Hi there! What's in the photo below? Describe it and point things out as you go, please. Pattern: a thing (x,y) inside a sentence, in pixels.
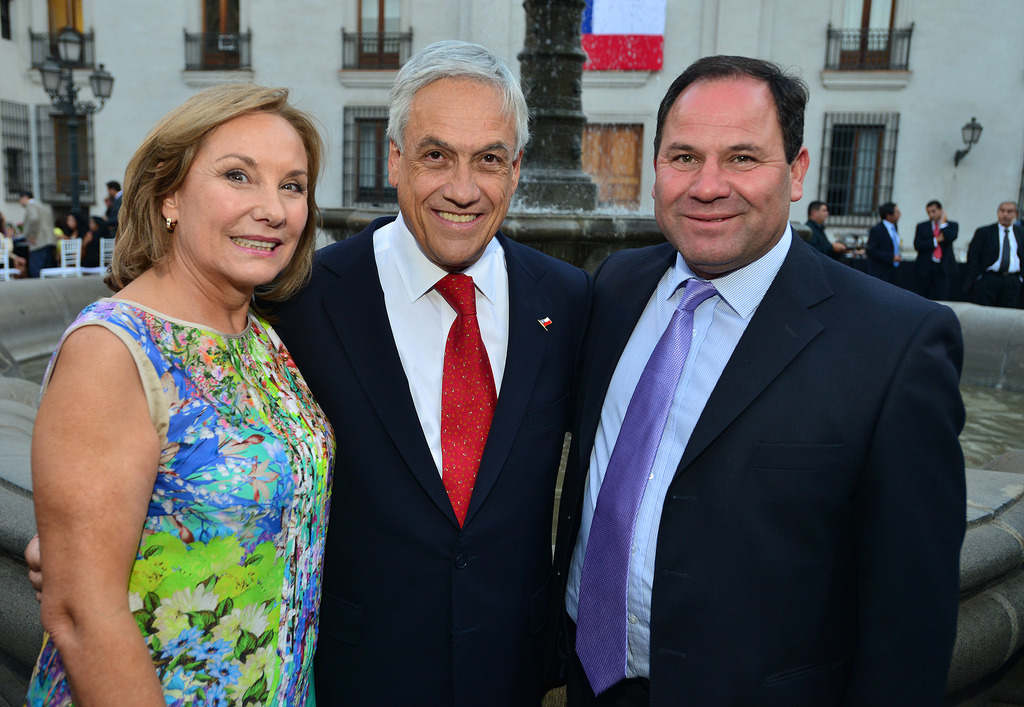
In this image there are three persons (405,130) standing and smiling and at the back (1014,489) there is a fountain (567,125). At the back (913,160) there is a building (21,30). On the left side of the image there are group of people (10,256) and there are chairs (59,246). On the right side of the image (935,288) there are group of people (935,288) standing and there are lights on the wall (455,14).
